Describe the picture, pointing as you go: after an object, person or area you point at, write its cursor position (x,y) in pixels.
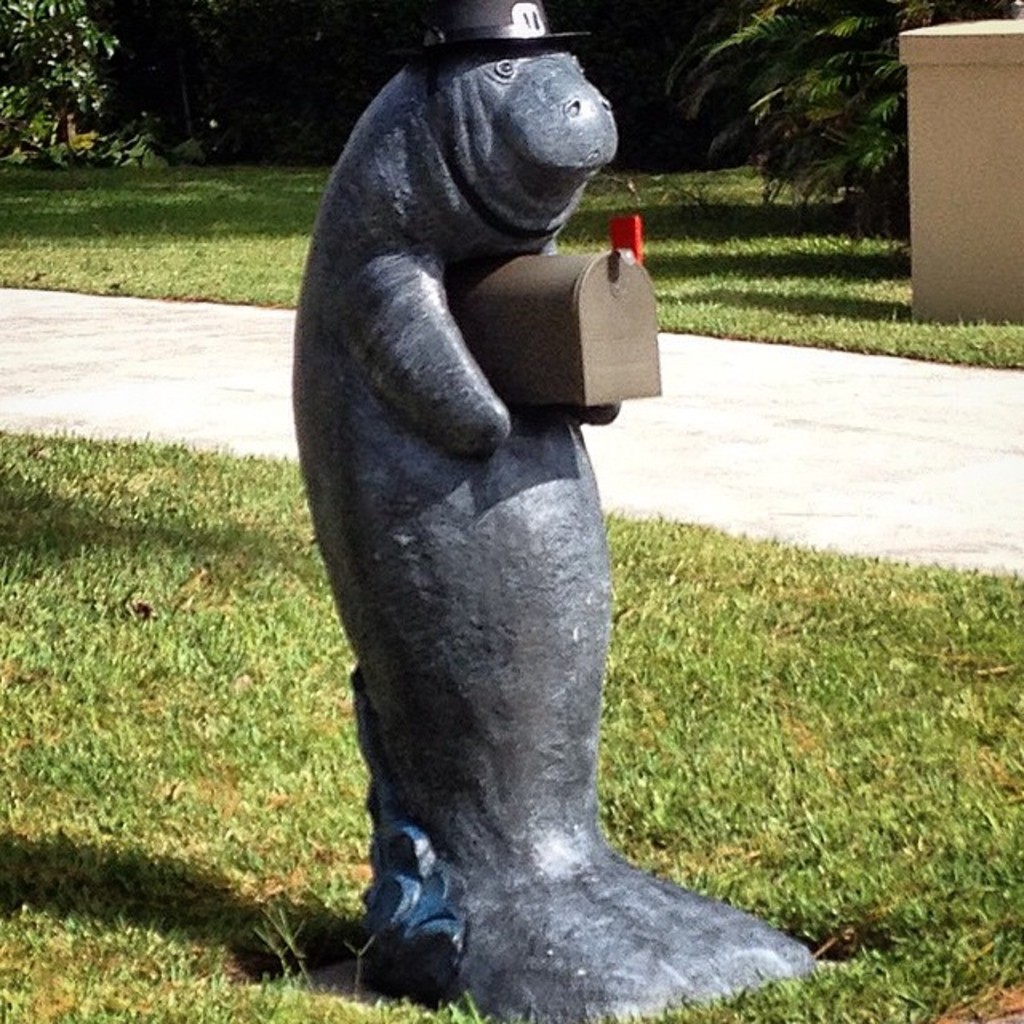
In this image I can see grass ground (11,663) and in the front (393,515) I can see a sculpture (560,50). In the centre (676,485) I can see a path (852,485) and in the background (881,161) I can see number of trees (365,72). I can also see a thing (983,313) on the top right side of the image (1023,39).
